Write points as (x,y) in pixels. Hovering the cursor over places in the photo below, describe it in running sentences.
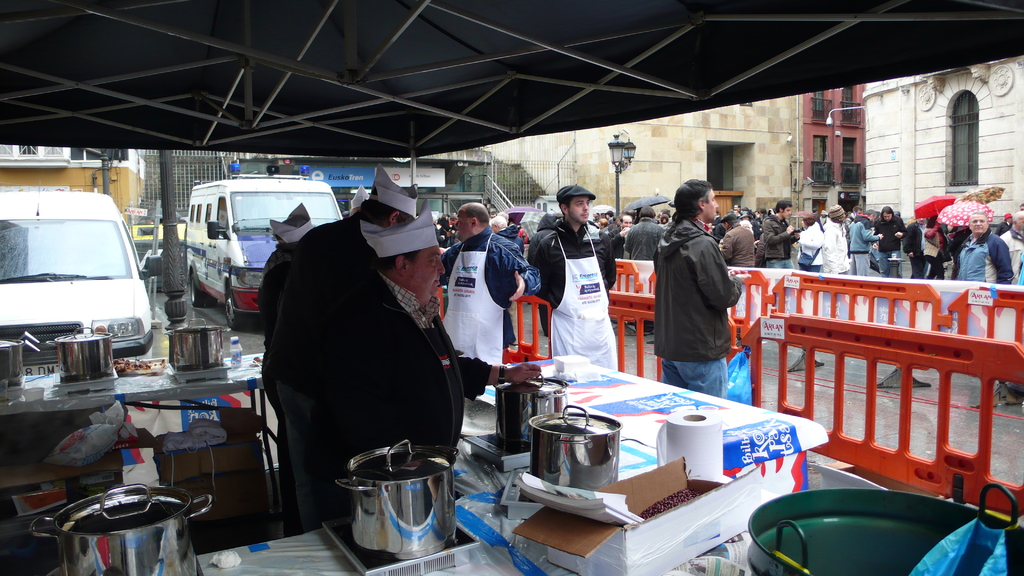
In this picture we can see a group of people (861,272), here we can see a fence (861,287), bowls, vehicles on the road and in the background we can see buildings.
